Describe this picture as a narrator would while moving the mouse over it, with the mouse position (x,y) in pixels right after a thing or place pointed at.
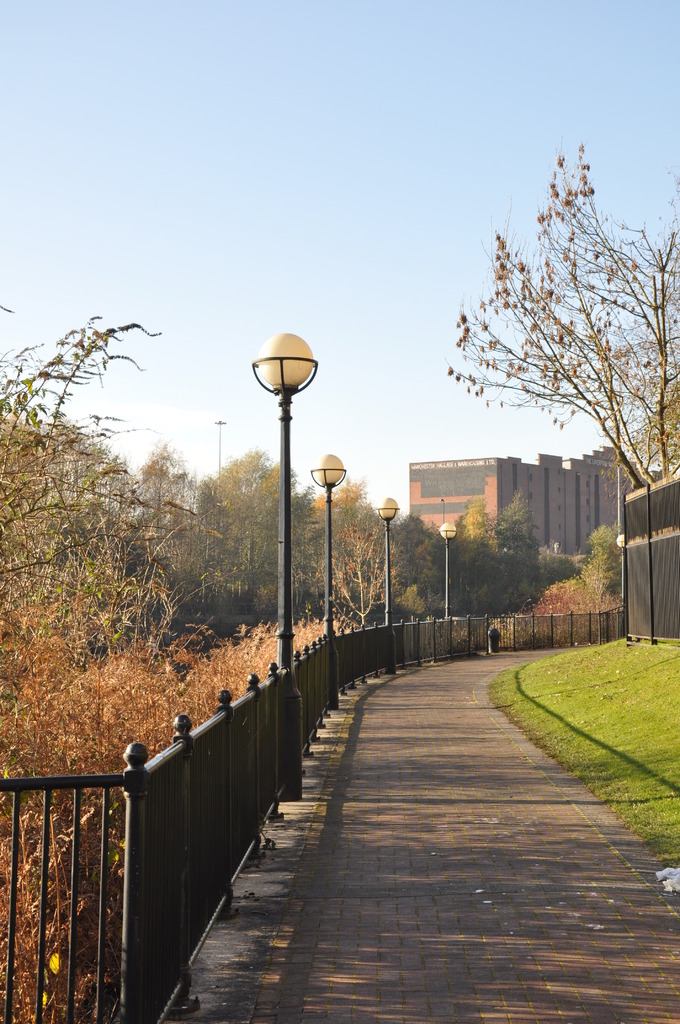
This image is taken outdoors. At the top of the image (216,202) there is the sky (259,96) with clouds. At the bottom of the image (430,939) there is a road (398,732). In the background (566,490) there are a few buildings (553,471) with walls (541,501). There are many trees (507,564) and plants (92,676) on the ground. On the right side of the image (639,467) there is a tree (600,360). There is a wall (635,591) and there is a ground (603,686) with grass (604,729) on it. In the middle of the image (400,626) there is a railing (199,780) and there are a few poles (285,493) with street lights (339,466).
